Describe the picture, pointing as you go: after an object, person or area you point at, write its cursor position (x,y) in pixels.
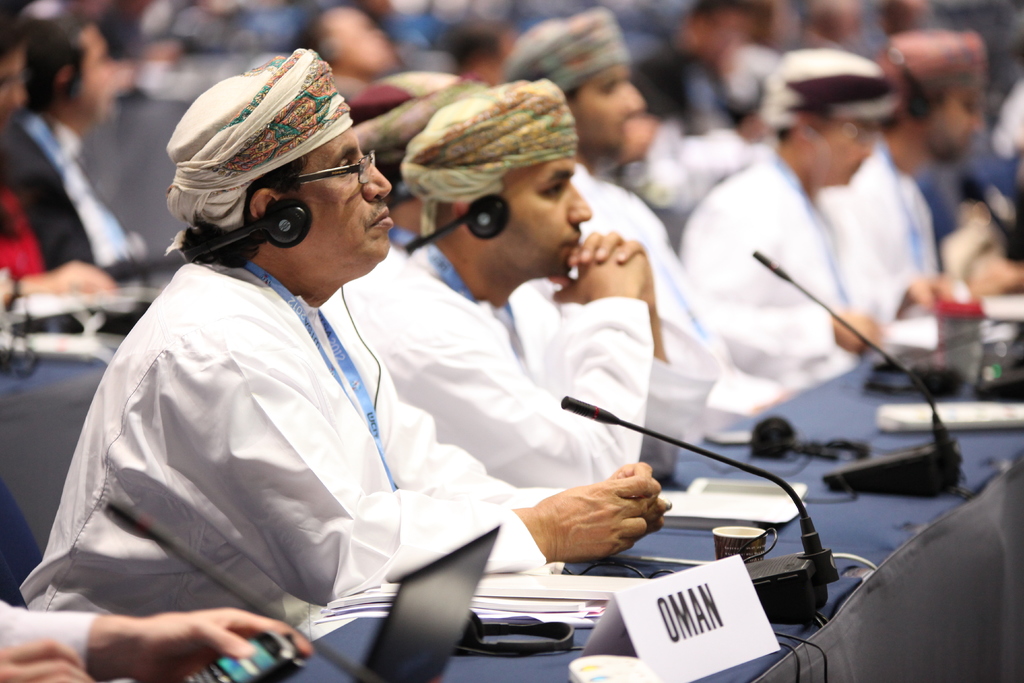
This picture consists of there is a crowd (214,376) visible, there is a table (483,680), on the table (493,665) there are mike's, name plates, some papers (933,338) visible, in the bottom left (92,623) I can see person hand (200,630) which is holding mobile (285,641), in the foreground (368,225) there are two persons (343,228) wearing headphones (445,234).
